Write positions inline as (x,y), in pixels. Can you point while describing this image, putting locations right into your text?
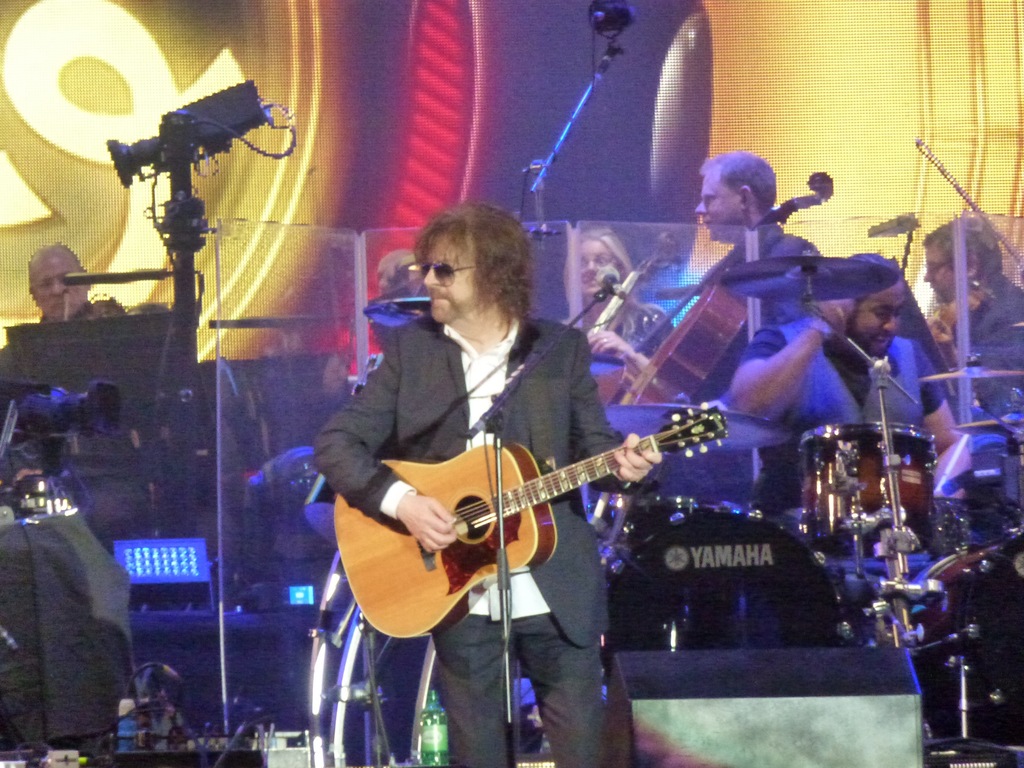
In the center of the image (410,451) there is a man (471,739) standing and playing a guitar (396,544). There is a mic (507,748) placed before him. In the background (744,412) there are people (857,303) who are playing musical instruments (684,377). There is a bottle (431,703). In the background (447,117) there is a board (520,115).
